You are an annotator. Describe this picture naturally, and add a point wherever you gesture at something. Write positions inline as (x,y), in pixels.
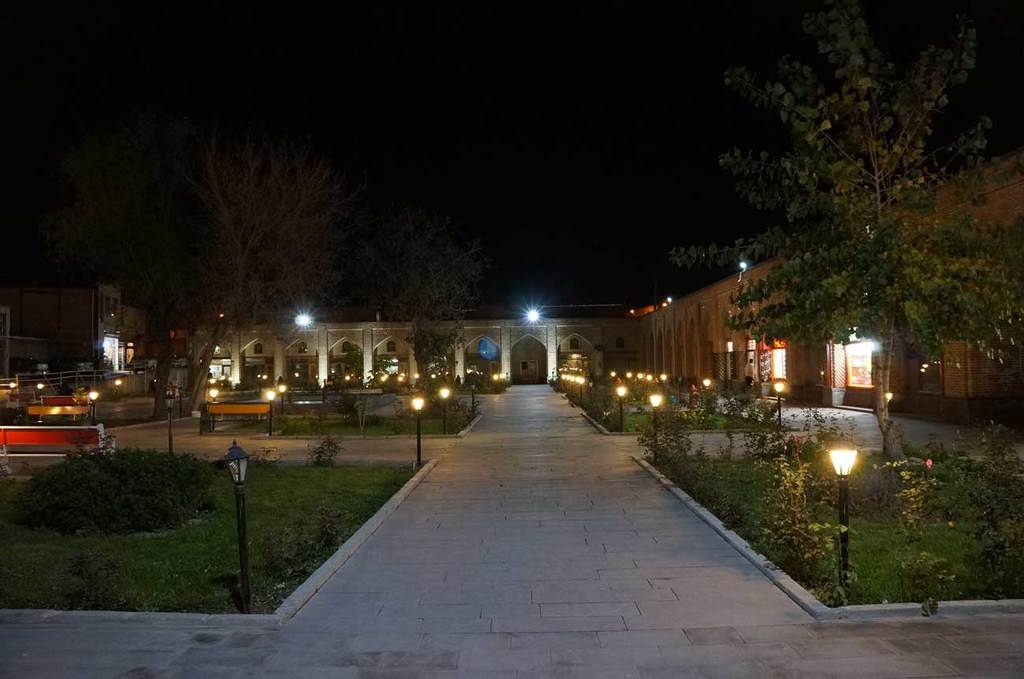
In this picture I can see the buildings (863,394), trees (954,260), plants (875,510), grass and lights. On the left (34,428) I can see the benches (36,415) and fencing (96,387). At the top (577,82) I can see the darkness (521,82). In the center (553,439) I can see the street walk (538,442).
